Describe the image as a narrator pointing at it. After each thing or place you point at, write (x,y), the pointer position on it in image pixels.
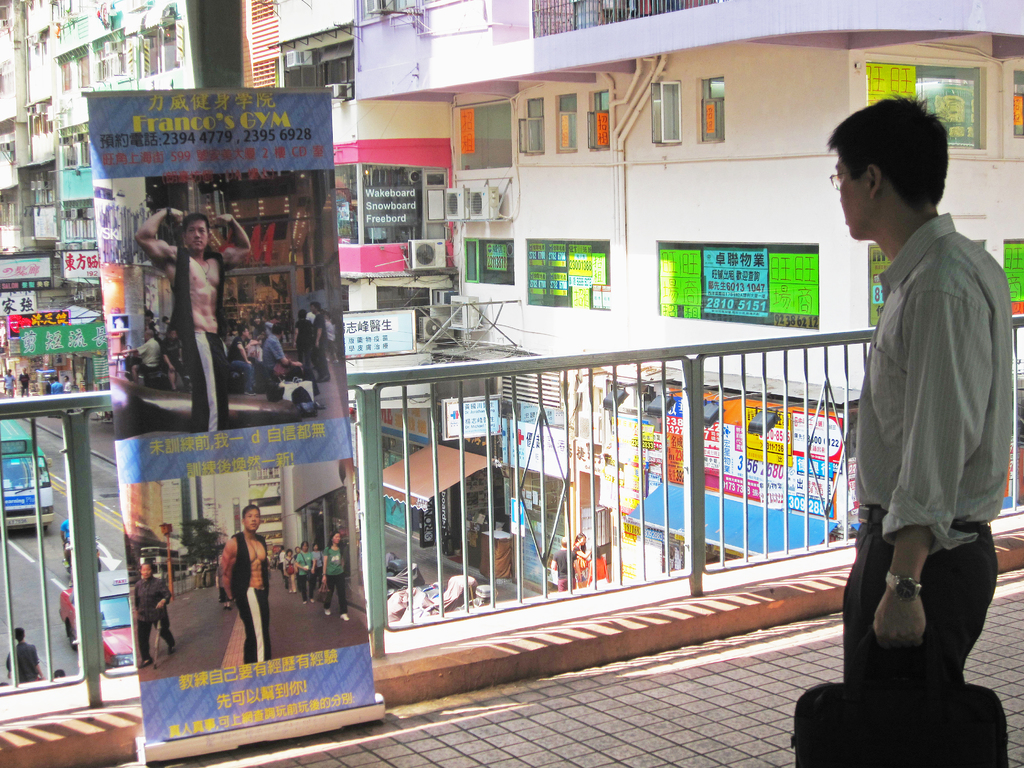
On the right (956,313) a man (956,313) is standing on a foot over bridge (995,520) by holding a bag (923,677) in his hand (898,641) and on the left (123,293) there is a hoarding (165,412) at the fence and the pole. In the background (361,224) there are vehicles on the road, few persons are walking, hoardings (60,332) and posters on the walls (45,73), glass doors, AC's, poles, windows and other objects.
